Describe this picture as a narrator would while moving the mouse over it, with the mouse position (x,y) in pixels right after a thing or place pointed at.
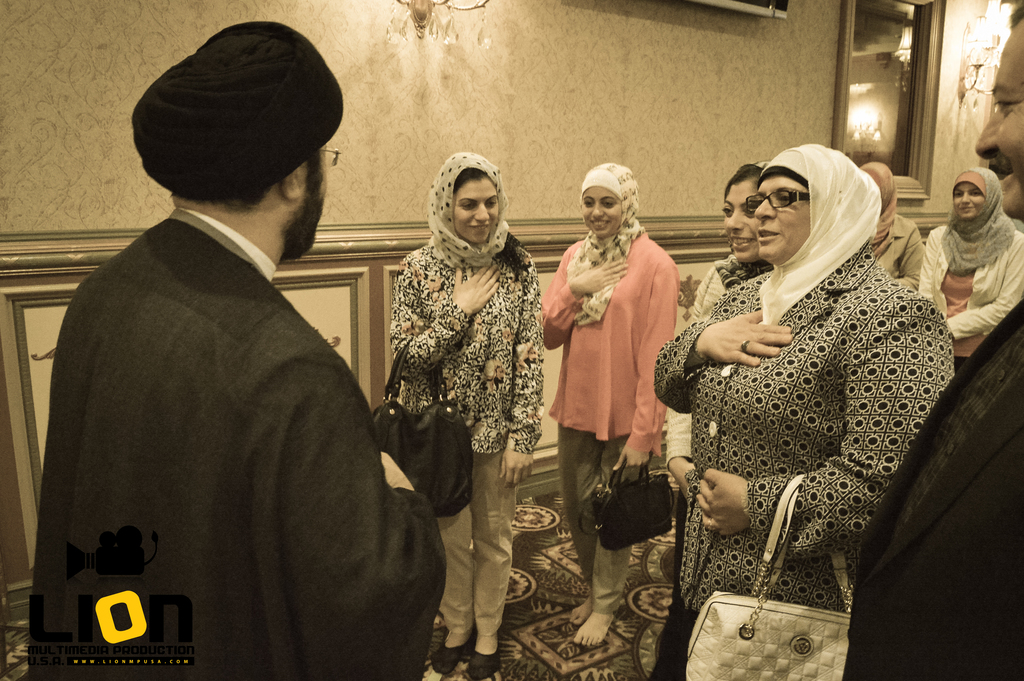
In this image we can see many persons (592,299) standing on the floor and holding bags (781,555). In the background (476,82) we can see light (974,85), television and wall (623,72).
